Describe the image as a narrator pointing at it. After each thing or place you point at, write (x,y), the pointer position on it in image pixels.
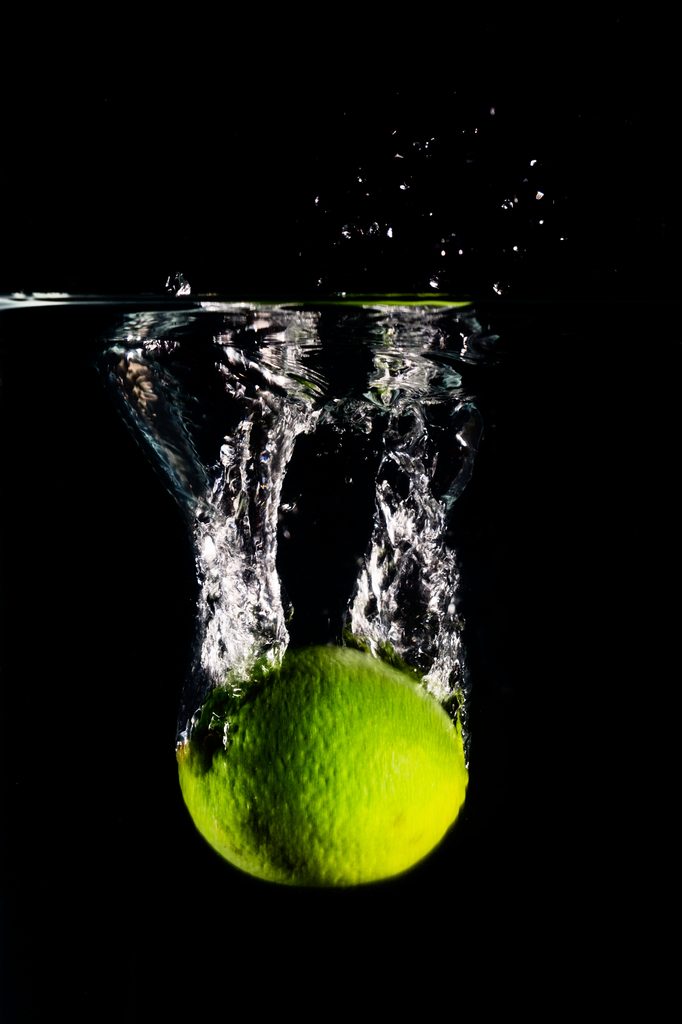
In this picture we can see a lime (438,818) in the water (341,565).
